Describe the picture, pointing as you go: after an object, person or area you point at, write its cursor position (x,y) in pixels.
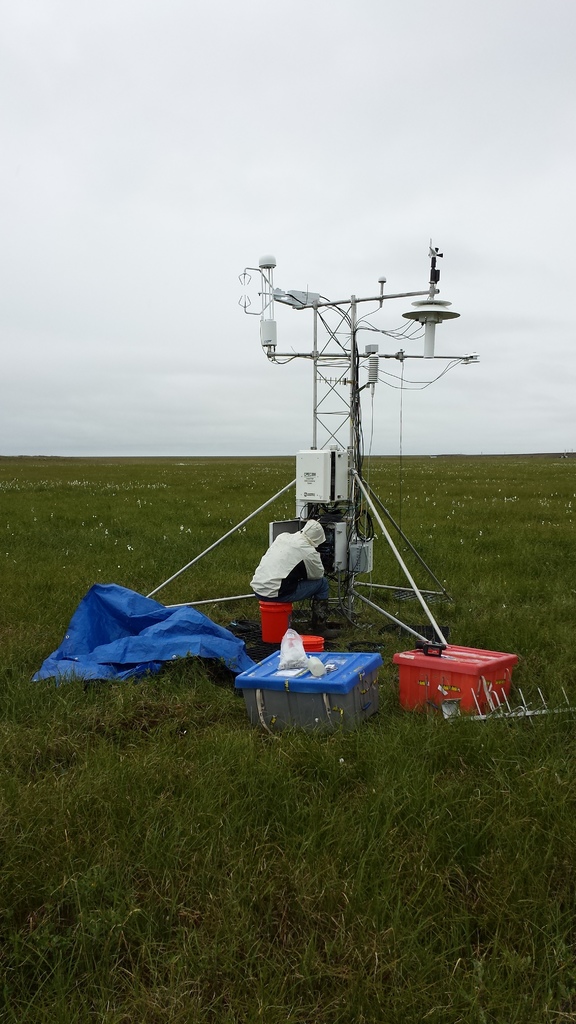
In this picture we can see a person (269,583) is sitting on an object (271,639). There are some objects (314,689) and a tarpaulin sheet (127,621). In front of the person (269,572), it looks like an antenna (357,481). At the top of the image (53,301), there is the cloudy sky (423,285).
